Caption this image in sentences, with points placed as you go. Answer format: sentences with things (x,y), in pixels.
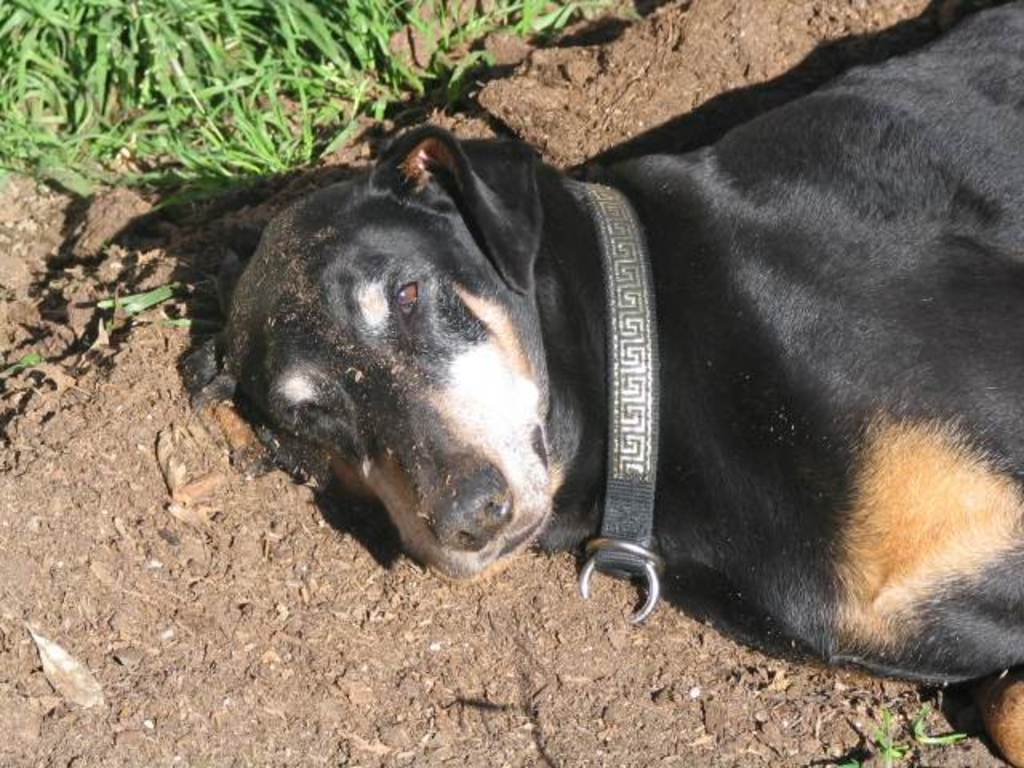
In this picture we can see a black dog (843,313) lying on the ground (647,97) and in the background (218,112) we can see the grass (258,141).
